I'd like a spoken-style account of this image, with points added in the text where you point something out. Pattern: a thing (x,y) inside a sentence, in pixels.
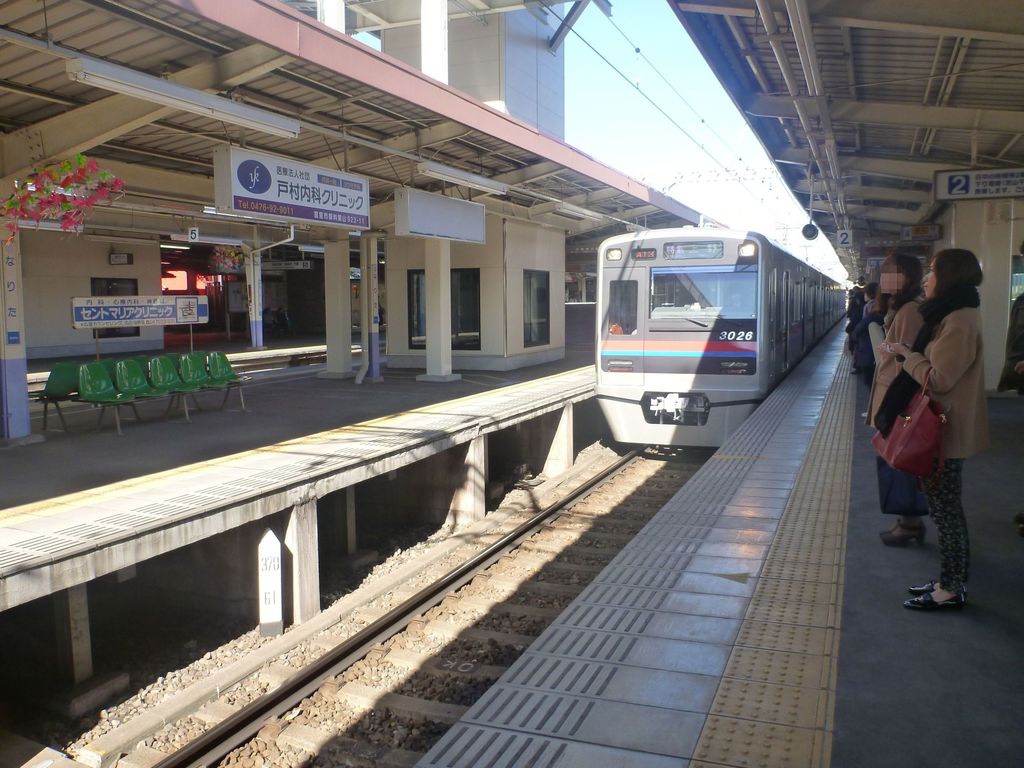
In the middle of the image (663,378) we can see a train (773,370) placed on the track (518,524). To the right side of the image (860,316) we can see group of people (858,350) standing on the ground (989,563). One woman (902,397) is holding a bag (925,420) in her hand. To the left side of the image (209,361) we can see group of chairs (114,385) placed on the ground (126,462), several sign boards (425,209) and in the background (627,67) we can see the sky (612,144).
